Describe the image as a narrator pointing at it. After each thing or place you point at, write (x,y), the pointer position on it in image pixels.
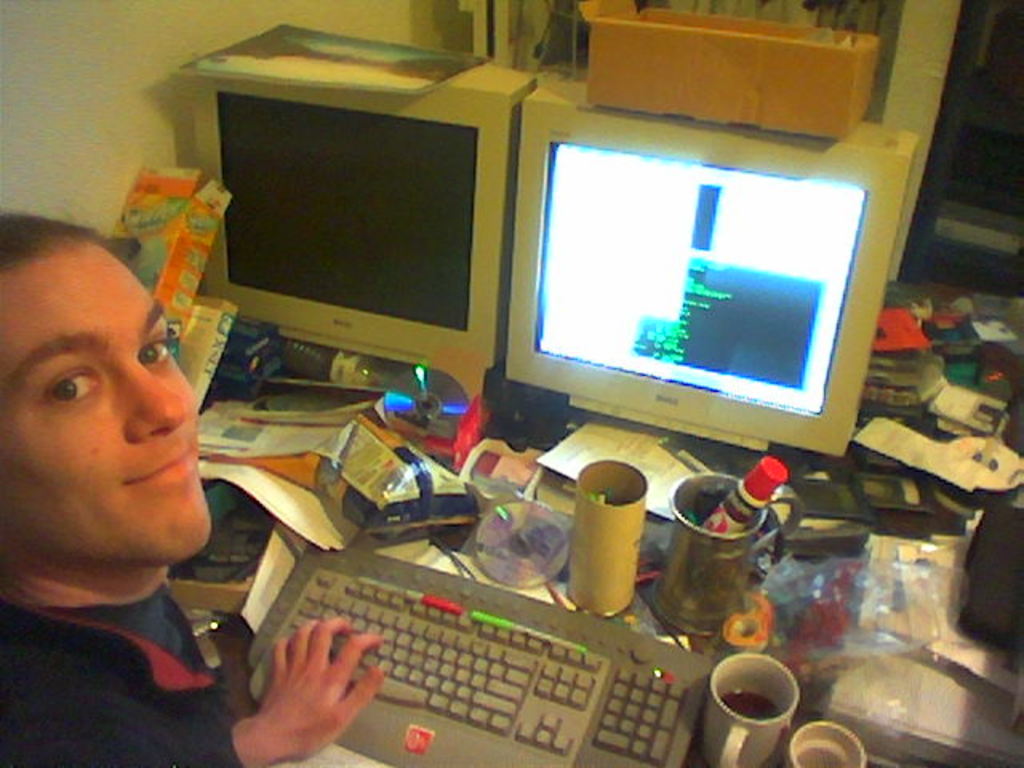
There is a person (85,602) in the left corner (62,627) and there are two desktops (398,284), a keyboard (538,732), cups (838,751) and some other objects (599,479) placed in front of him on a table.
